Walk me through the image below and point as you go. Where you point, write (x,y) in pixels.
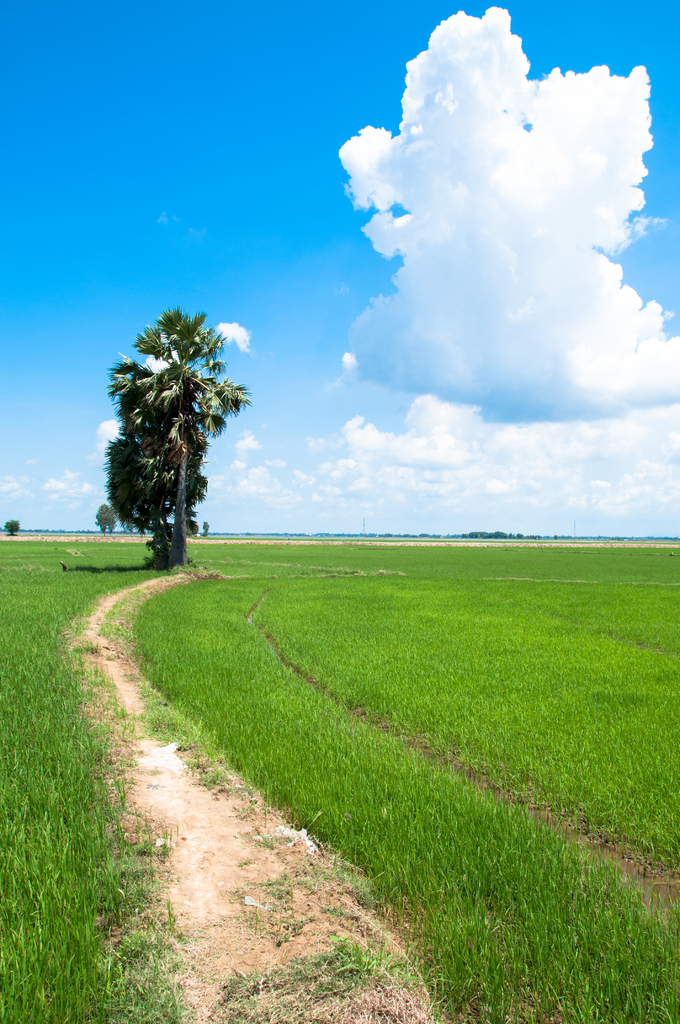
At the bottom of this image (264,905), there is a path (270,895). On both sides of this path (251,913), there are plants (599,910). In the background (444,529), there are trees (181,431), plants (645,598) and there are clouds (542,325) in the blue sky (212,140).
